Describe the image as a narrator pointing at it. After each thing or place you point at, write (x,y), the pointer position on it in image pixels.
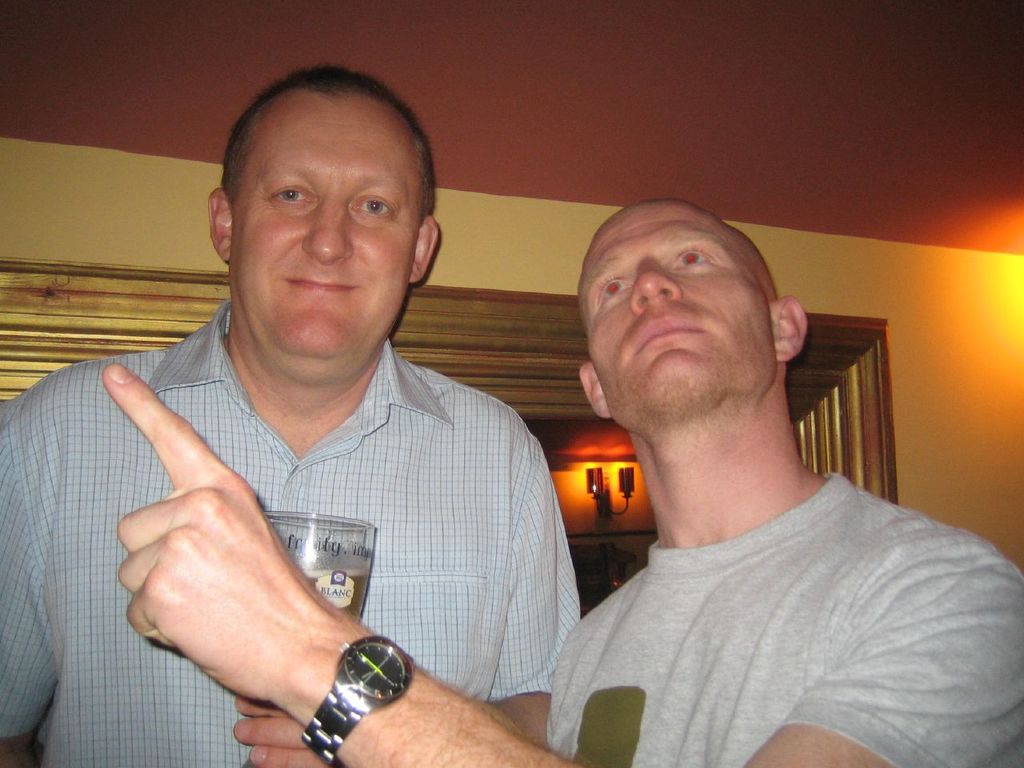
In the image we can see there are two men (310,594) who are standing in front (765,685) and one of them is holding glass (335,596).
